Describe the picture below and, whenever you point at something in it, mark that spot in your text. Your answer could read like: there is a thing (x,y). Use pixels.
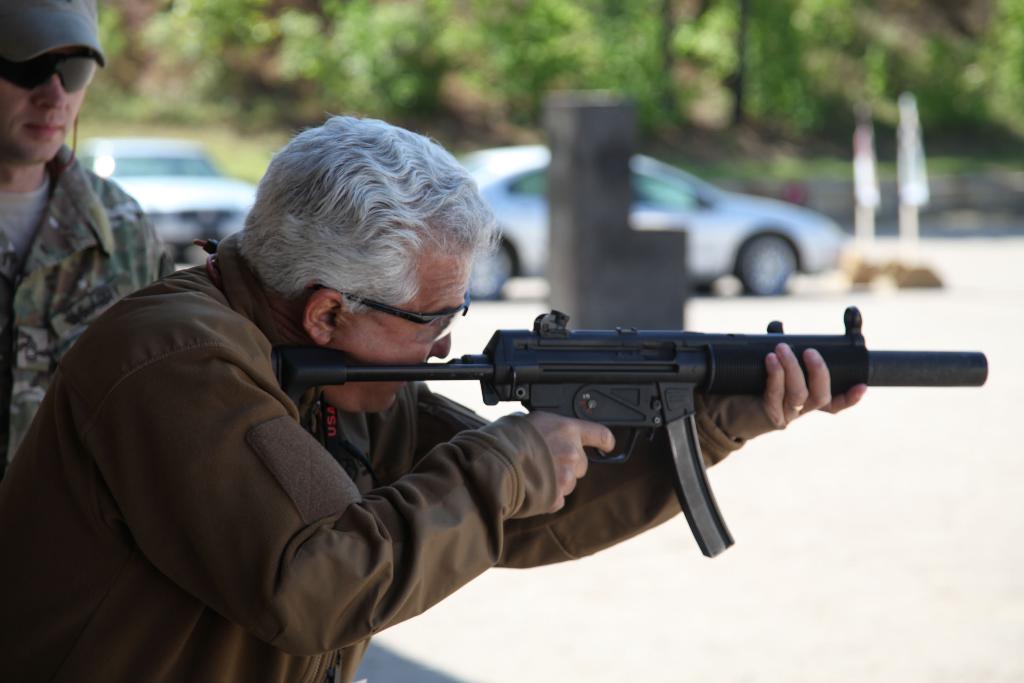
In this image I can see two people (72,373). I can see one person (14,368) with military uniform (58,286) and an another person (83,355) wearing the brown color dress (438,452) and holding the gun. In the background (560,254) I can see the vehicles (693,242), poles (558,243) and many trees (668,93). I can see the background (646,103) is blurred.
